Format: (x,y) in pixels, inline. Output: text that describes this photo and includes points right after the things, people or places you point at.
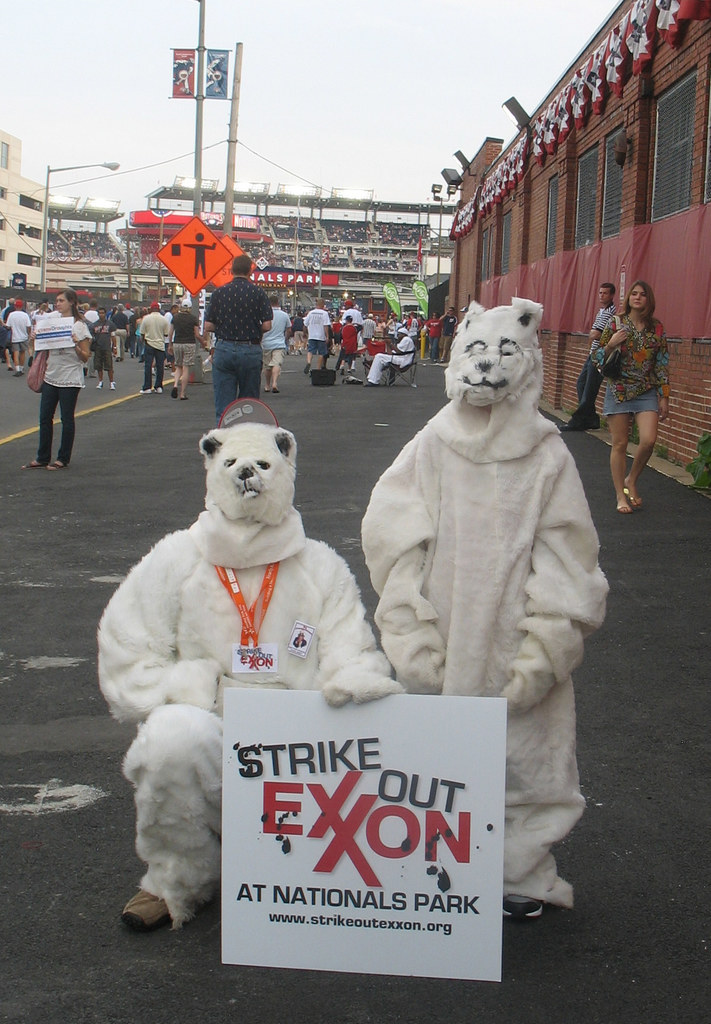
This is the picture of a stadium (235,228). In the foreground (191,583) there are two persons (598,569) with costume (551,567) and there is a board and there is a text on the board (372,768). At the back (238,351) there are group of people (50,369) of walking and there is a person (408,347) sitting. At the back (552,262) there are buildings (7,159) and there are poles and there are boards (170,245) on the poles (197,319). At the top (291,90) there is sky (278,81). At the bottom (624,831) there is a road (81,535).
